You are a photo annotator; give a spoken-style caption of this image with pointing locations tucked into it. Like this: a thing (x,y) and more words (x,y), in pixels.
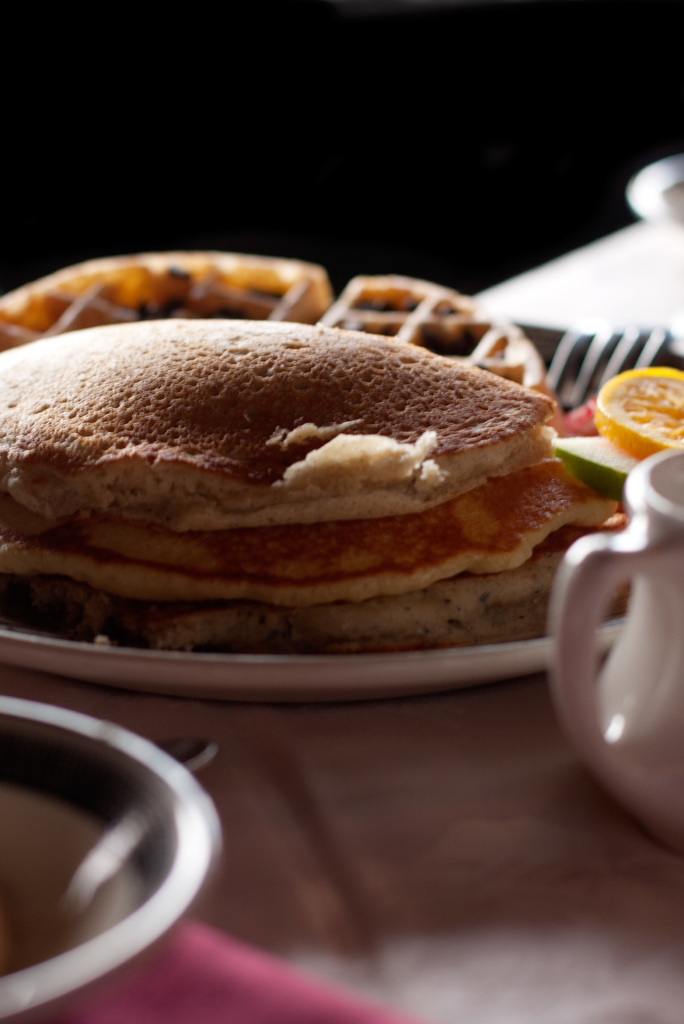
Here I can see a table (405,832) which is covered with a cloth (455,846). On the table (465,832) a plate (527,652), bowl (108,800), fork (651,347). jar (634,582) and some other objects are placed. On the plate (182,652), I can see some food item (377,378). The background (73,165) is dark.
